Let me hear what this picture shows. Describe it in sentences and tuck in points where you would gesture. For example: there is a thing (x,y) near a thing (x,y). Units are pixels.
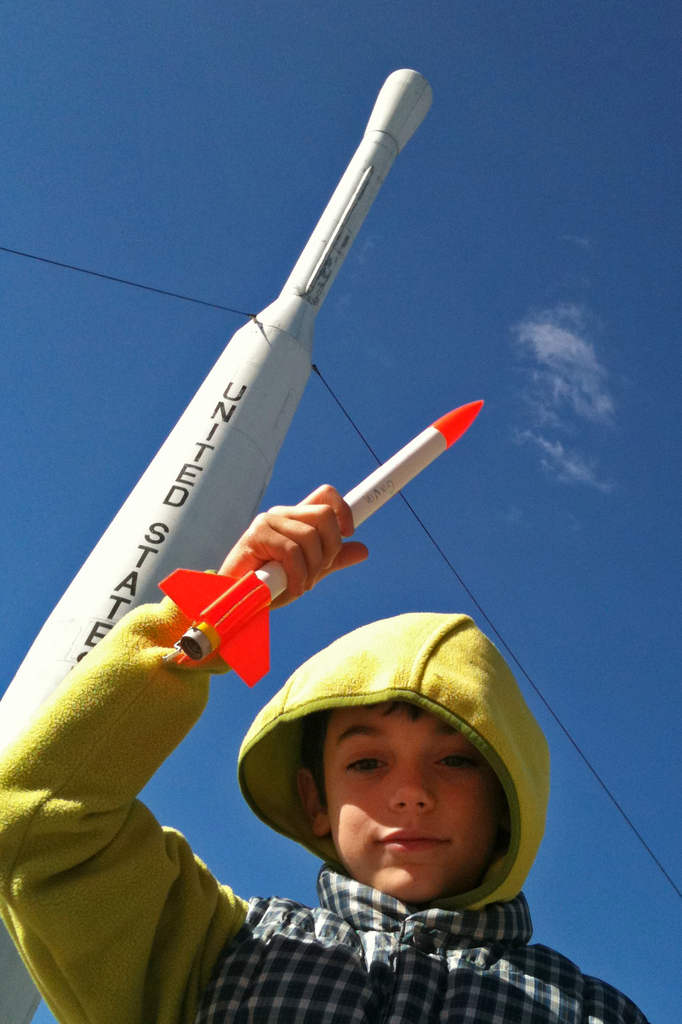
In this image there is a boy (357,891) standing and holding a toy rocket (174,653). In the background (49,677) there is an object (166,515) which is white in colour with some text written on it and there is a wire (442,552) which is black in colour.
